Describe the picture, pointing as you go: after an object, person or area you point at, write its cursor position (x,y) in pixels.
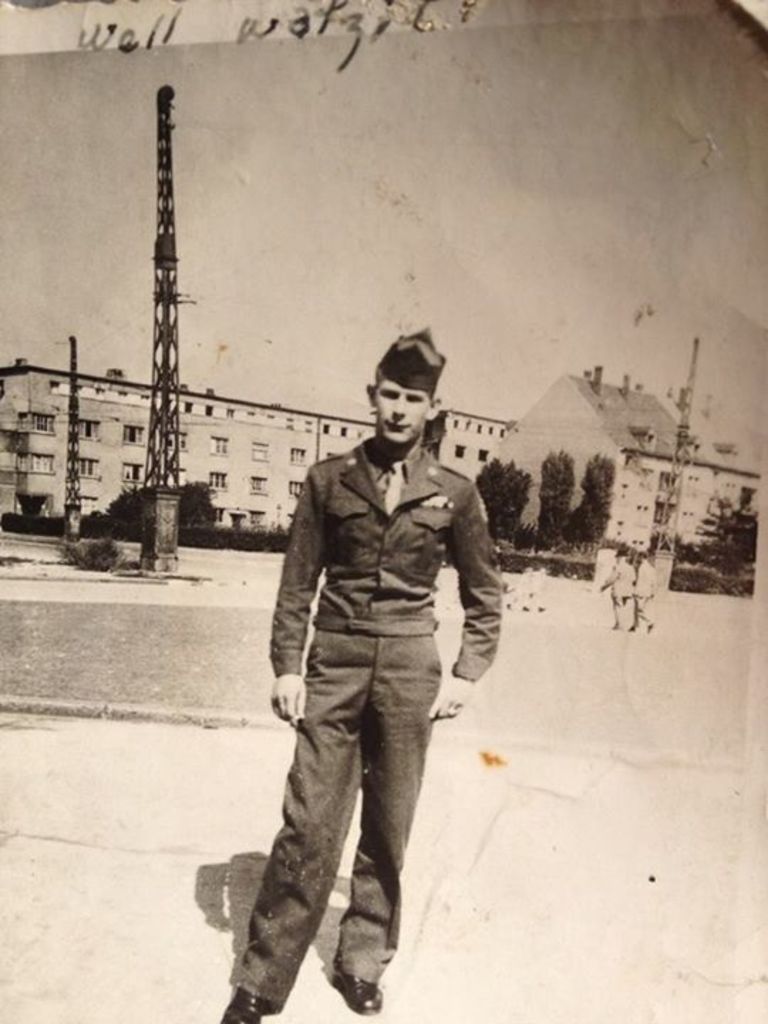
In this image we can see a few people (384,607), there are buildings (241,489), trees (510,503), plants (90,528), towers (176,500), also we can see the sky (349,280), and there is a text (246,22) on the image.
